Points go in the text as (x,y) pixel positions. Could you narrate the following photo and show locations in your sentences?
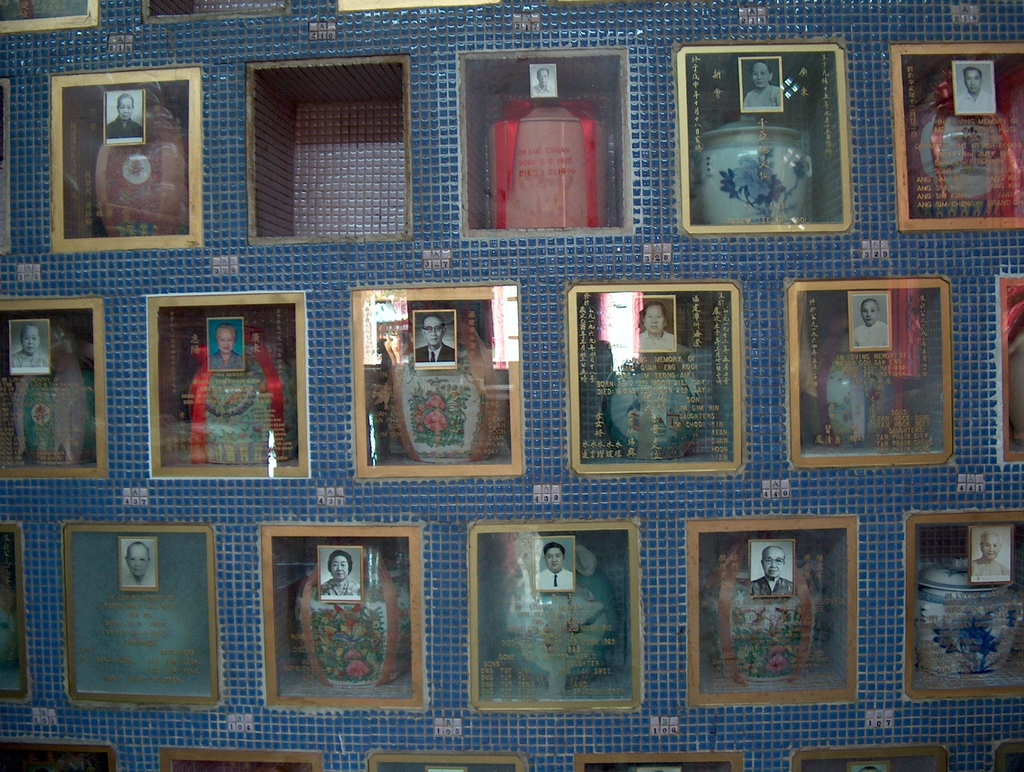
In this image we can see collection of vases (425,382) placed in the shelf (288,274) and there are photographs (132,120) pasted on the glasses (578,576).
